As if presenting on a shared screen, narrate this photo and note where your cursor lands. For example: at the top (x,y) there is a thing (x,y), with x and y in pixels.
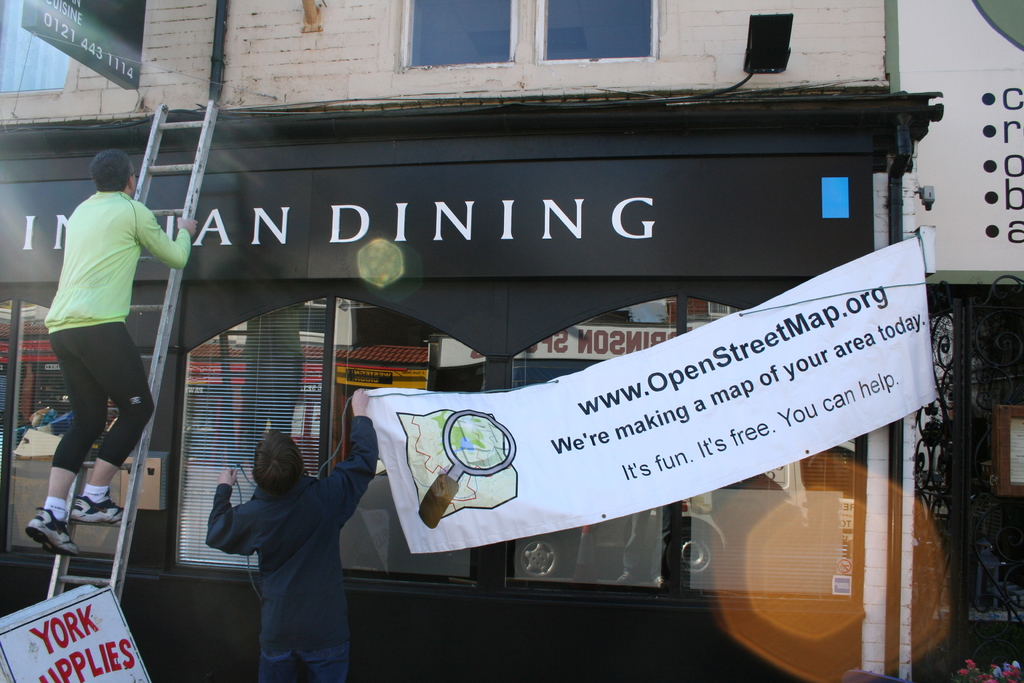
In the center of the image (558,301) we can see building (635,283) and banner (533,426). On the left side of the image (131,222) we can see a person (102,415) climbing the ladder (153,211).
